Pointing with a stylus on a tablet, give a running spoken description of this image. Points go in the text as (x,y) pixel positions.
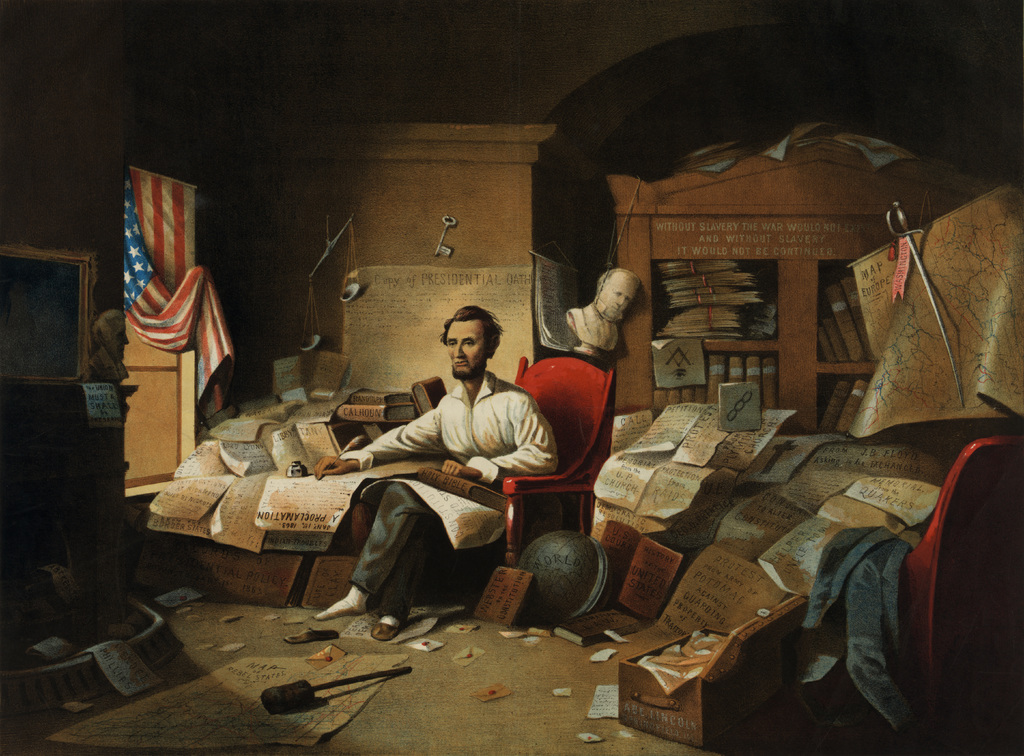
In this image we can see a man (495,417). There is a key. There is a flag (180,248). There is a book rack (808,182).
